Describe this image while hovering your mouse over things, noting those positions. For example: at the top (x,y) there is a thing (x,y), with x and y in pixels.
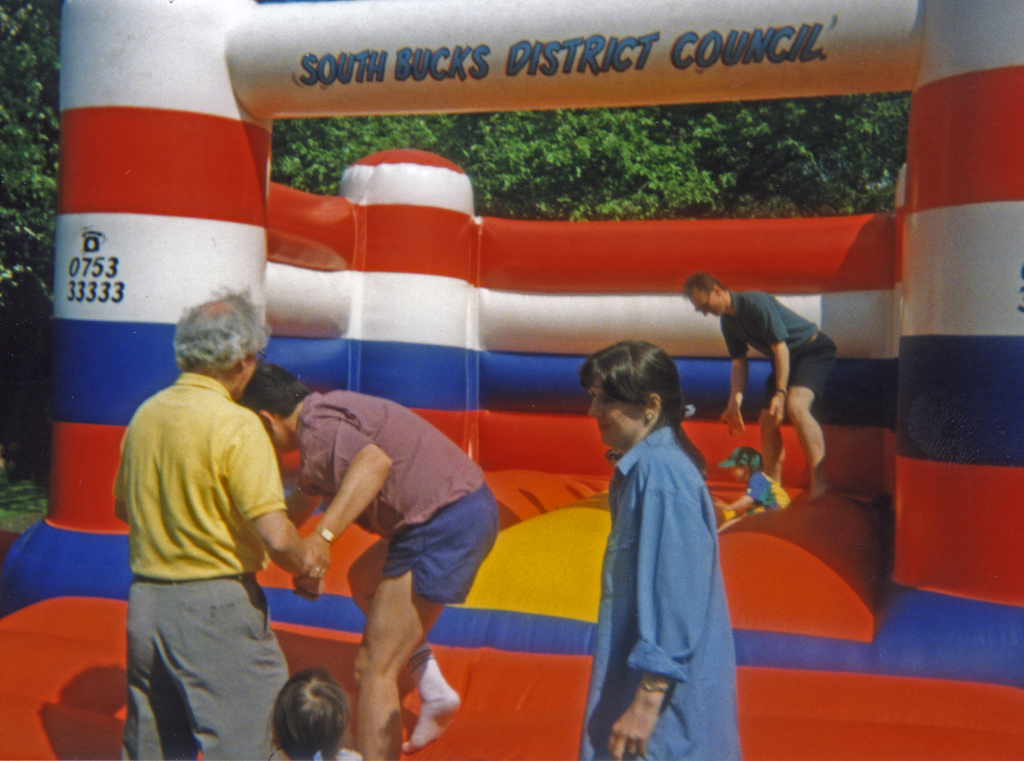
This image is taken outdoors. In the background (35,394) there are many trees (419,135). In the middle of the image (360,270) there is an inflatable castle (854,671) and a few are playing. A woman (654,582) is standing on the ground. A man (744,313) and a kid (762,486) are playing on the inflatable castle (701,327). On the left side of the image (272,498) there are two men (256,540) and there is a kid (323,706).
